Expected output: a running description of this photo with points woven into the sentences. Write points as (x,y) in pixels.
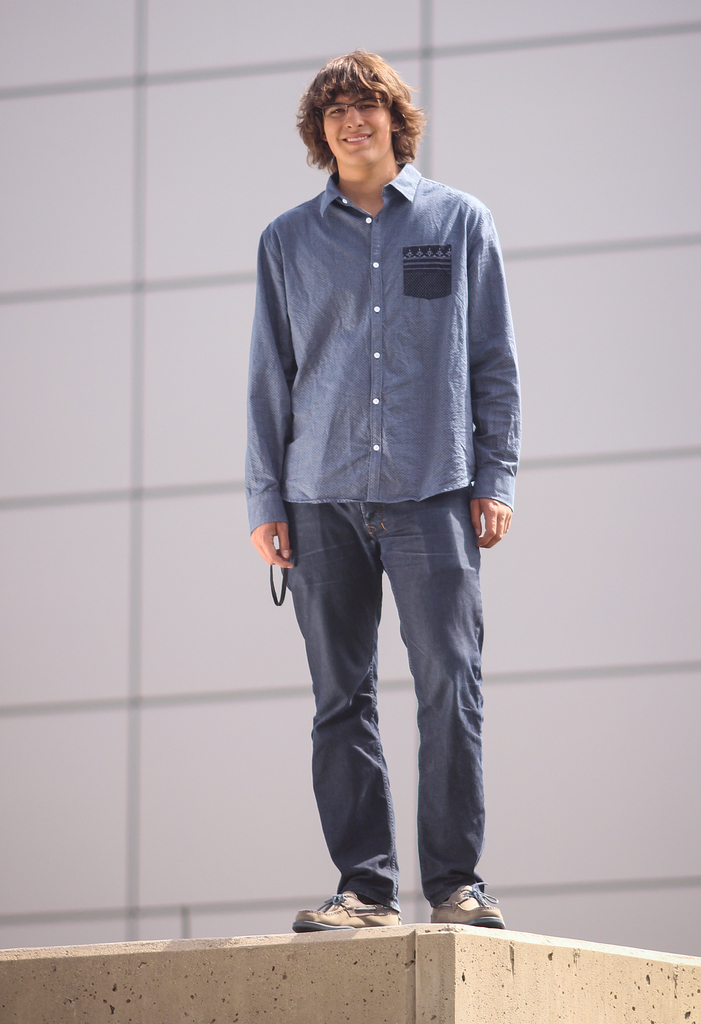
In this image in the center (367,554) there is one person (358,616) who is standing on a wall (415,958), and in the background (98,245) there is a wall (521,458).
